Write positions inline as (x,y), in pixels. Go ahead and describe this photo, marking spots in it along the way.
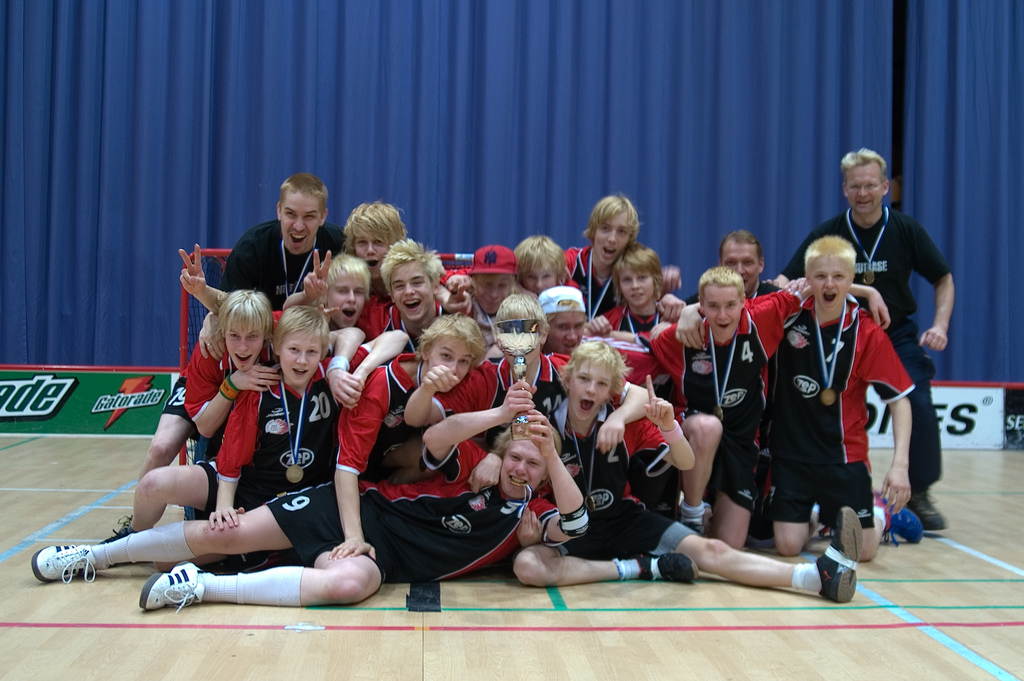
In the image we can see there are many people (590,424) wearing clothes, shoes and socks (811,581). These two of them are wearing cap (502,267), this is a trophy (517,332), medal (292,456), banner (973,417) and curtains (588,114). This is a wooden surface (336,614).
